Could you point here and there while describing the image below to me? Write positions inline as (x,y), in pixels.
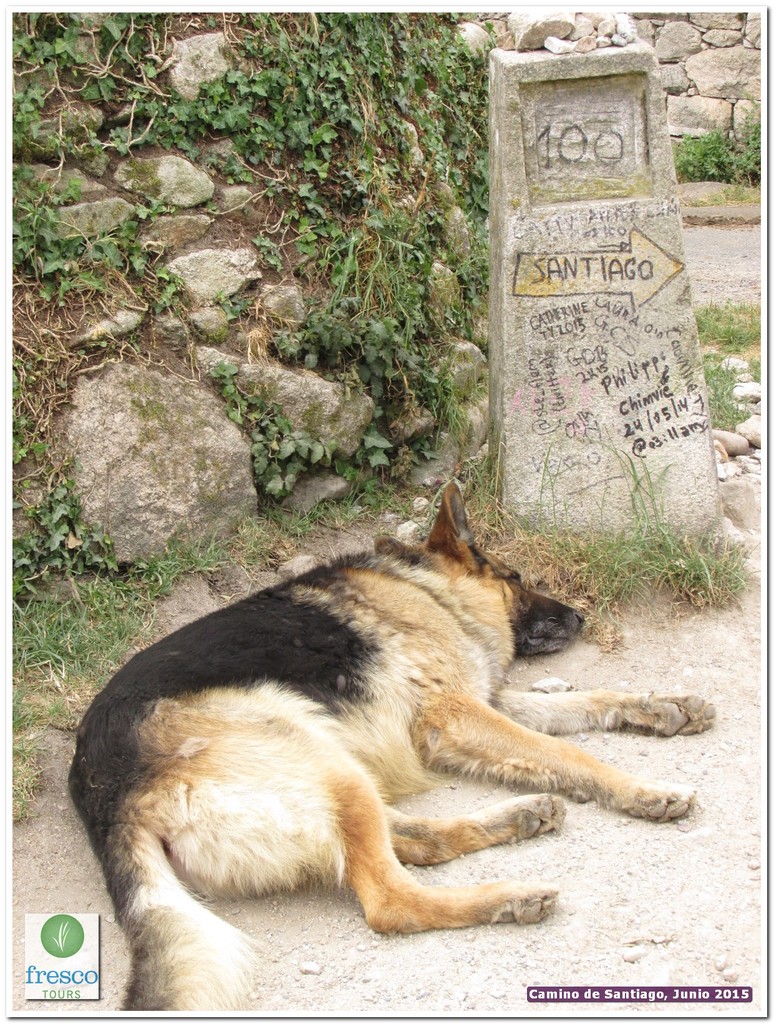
In this image we can see a dog (457,684). Also there is a stone pillar (553,248) with text (562,152). On the ground (622,631) there is grass (477,390). Also there are stones (191,258) and few plants (237,133). In the back (706,103) there is a stone wall (690,98).
